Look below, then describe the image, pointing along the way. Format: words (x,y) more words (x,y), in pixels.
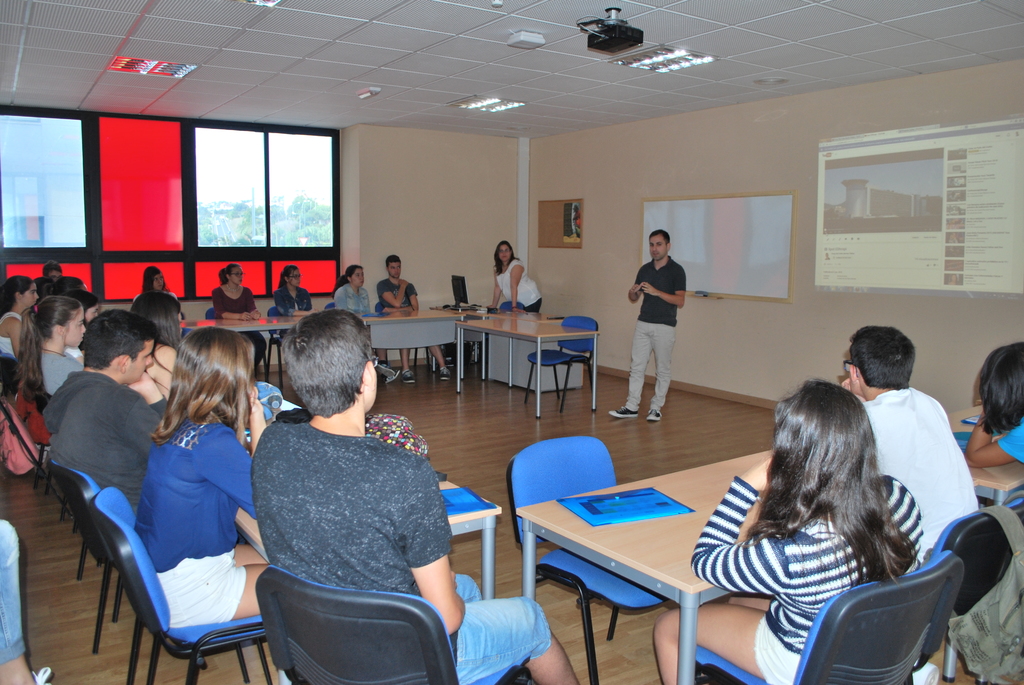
Group of people (320,391) sitting on the chairs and these two persons (525,282) are standing. We can see chairs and tables (676,567) on the floor (475,543), on the table (485,554) we can see files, bags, laptop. On the background (588,152) we can see wall (434,187), screen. On the top (467,109) we can see lights (504,106), projector (624,35).
